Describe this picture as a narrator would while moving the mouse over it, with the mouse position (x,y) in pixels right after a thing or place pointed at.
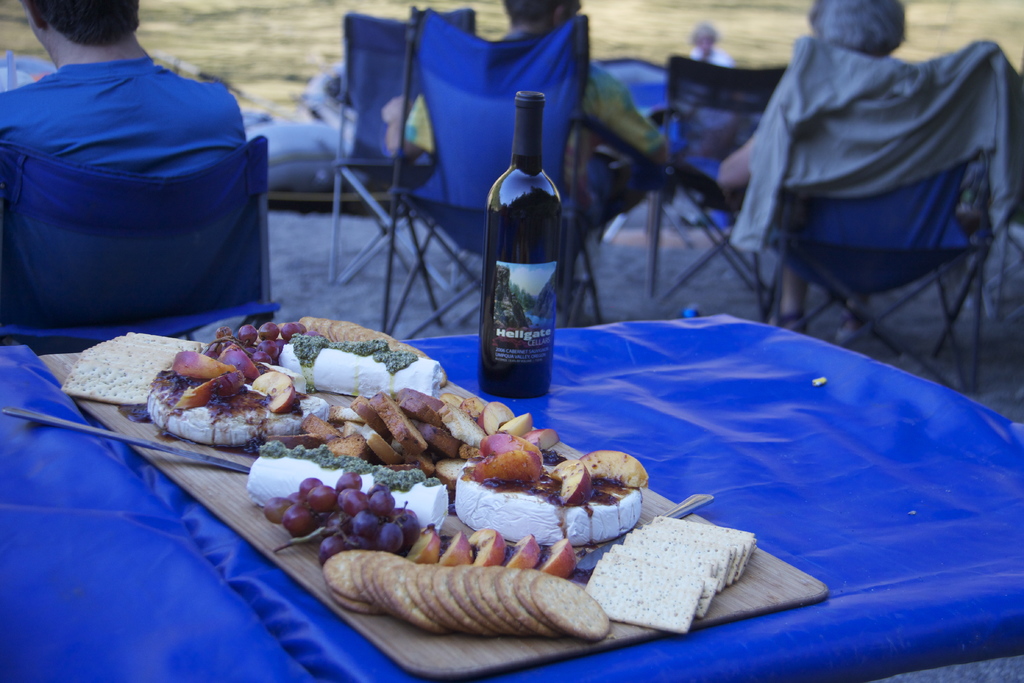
In this image we can see some food items (479,540) and objects (683,511) on the wooden board (295,564) and a bottle (531,323) on the blue color object (844,455) looks like a table (690,415), in the background (92,139) there are few people (112,61) sitting on chairs (142,218) and there is a jacket (846,124) on the chair (904,203).
